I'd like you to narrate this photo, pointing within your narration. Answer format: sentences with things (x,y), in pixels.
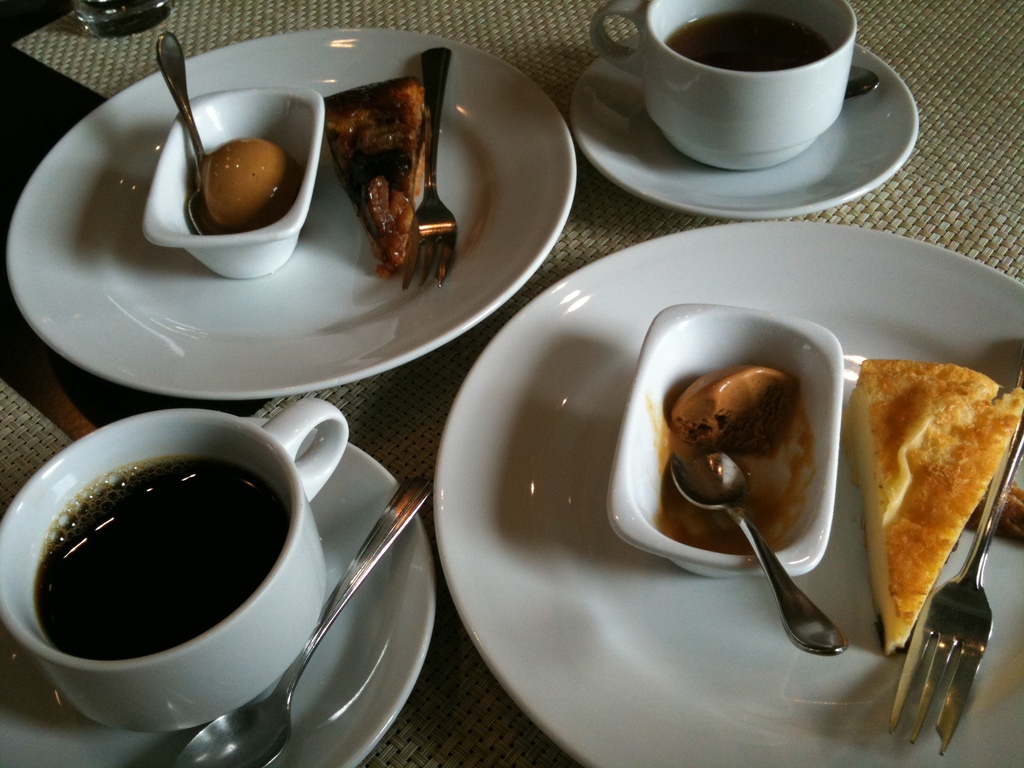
In the image there is a table (12,49) and on the table (870,16) there are two plates (419,342) with some dessert (251,163) and cake slices (387,181), beside the plates (365,376) there are some drinks (154,584) filled in the cups (248,628) and kept on saucers (351,649).
